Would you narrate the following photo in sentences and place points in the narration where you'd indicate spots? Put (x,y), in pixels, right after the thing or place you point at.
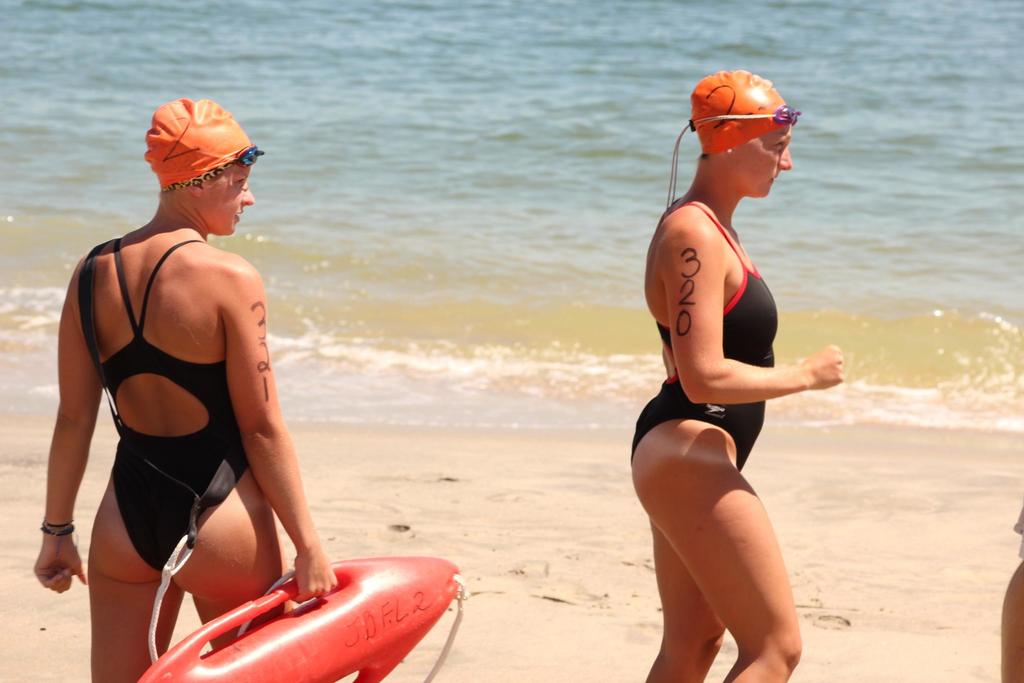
On the left side of the image (226,274) a lady (218,362) is standing and wearing hat (214,137) and holding rescue buoy (304,603). On the right side of the image (826,364) we can see a lady (736,630) is walking and wearing hat (745,134). In the background of the image (373,314) we can see water (741,229) and soil (571,529).
